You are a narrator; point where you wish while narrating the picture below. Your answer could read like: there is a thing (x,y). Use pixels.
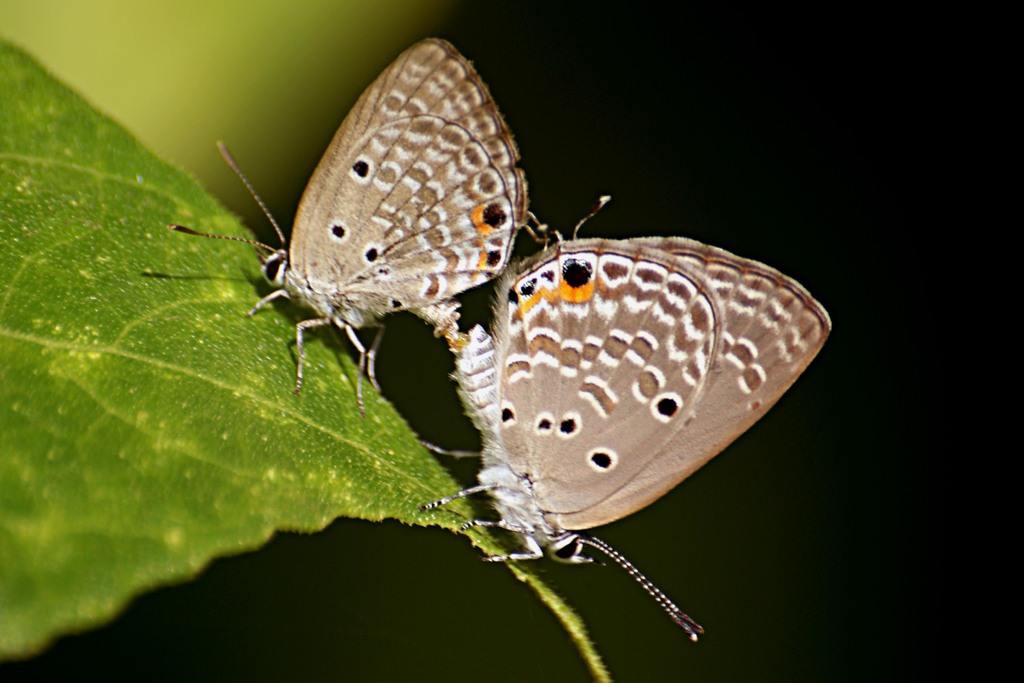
In this image I see 2 butterflies (445,185) which are of white, brown, orange and black in color and they are on the green leaf (29,267) and I see that it is dark in the background (210,618).
